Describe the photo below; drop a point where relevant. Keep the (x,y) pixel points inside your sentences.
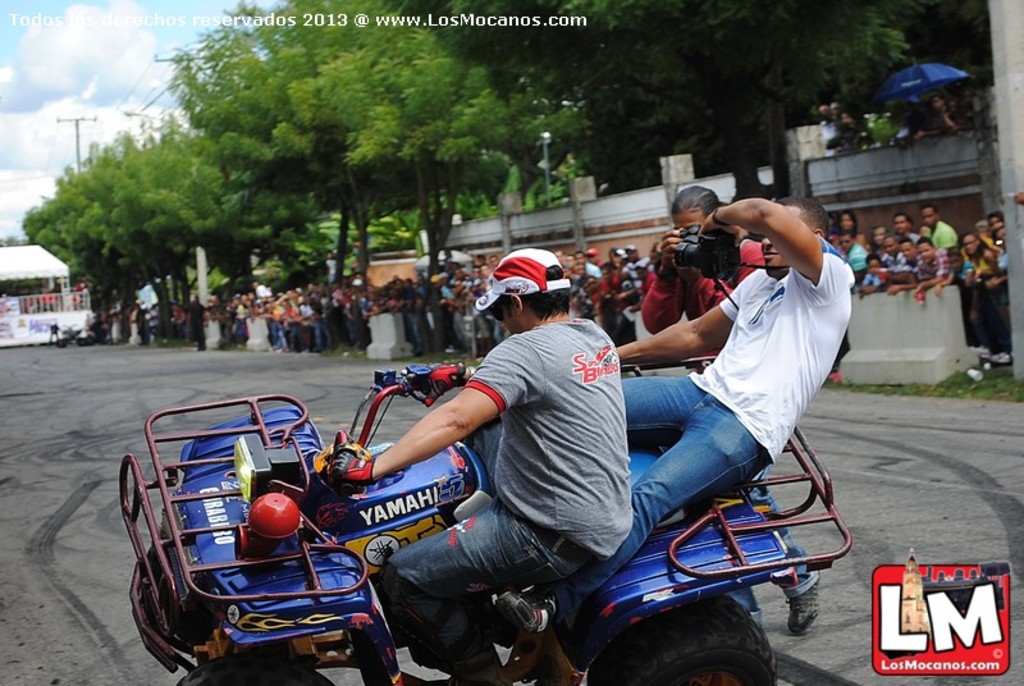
In this image I can see a person (438,429) riding a vehicle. There are group of people (588,288), there are trees (843,84), poles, there is wall (861,199), an umbrella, and in the background (58,154) there is a sky (50,138). Also at the top (146,20) and bottom side of the image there are watermarks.
